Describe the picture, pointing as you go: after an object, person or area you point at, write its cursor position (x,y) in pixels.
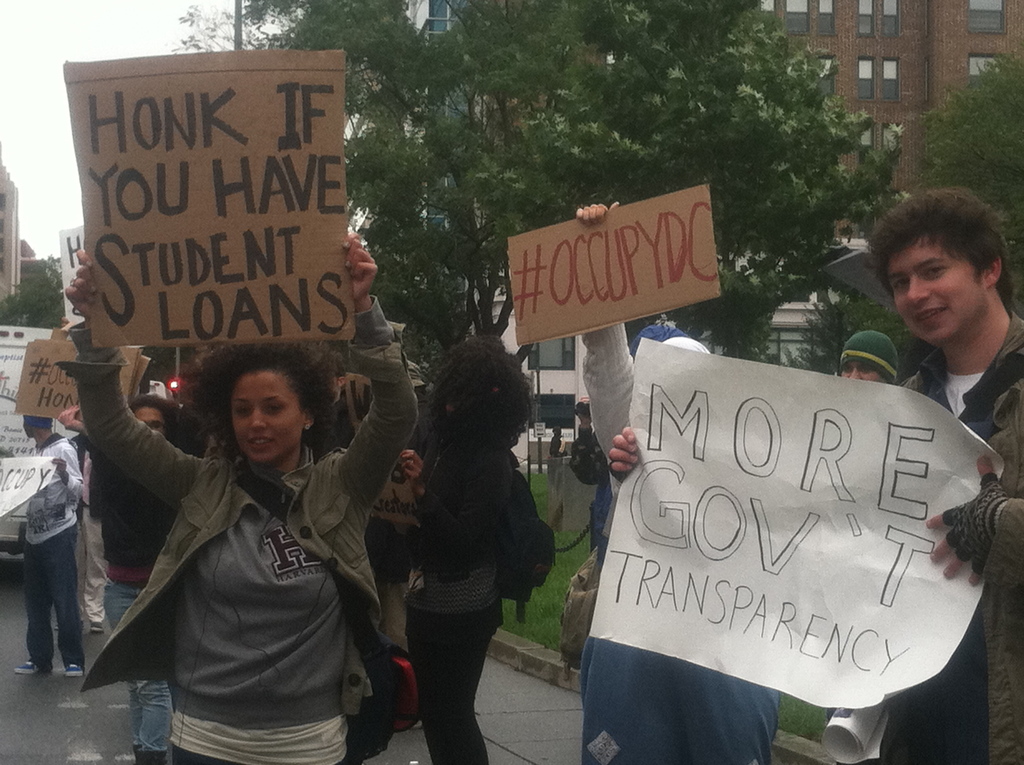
In this image we can see many people (485,498) and few people (529,411) are holding objects (753,467) in their hands (963,548). There are few boards (316,156) and some text (326,171) written on it in the image. There is a sky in the image. There is a grassy land (542,598) in the image. There is a vehicle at the left side of the image (24,333). There are few buildings (876,42) and they are having many windows (832,67) in the image.
